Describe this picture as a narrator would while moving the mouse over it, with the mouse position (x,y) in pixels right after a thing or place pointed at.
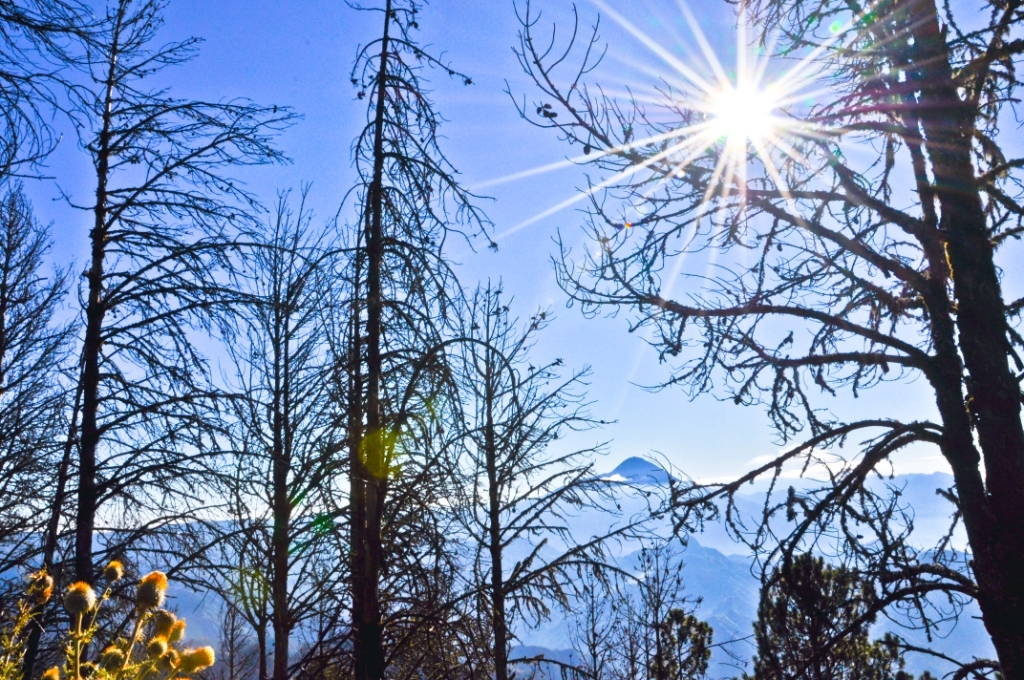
In the image we can see tree branches (139,410), mountain (705,603), flower (138,631), sky (353,144) and the sun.
